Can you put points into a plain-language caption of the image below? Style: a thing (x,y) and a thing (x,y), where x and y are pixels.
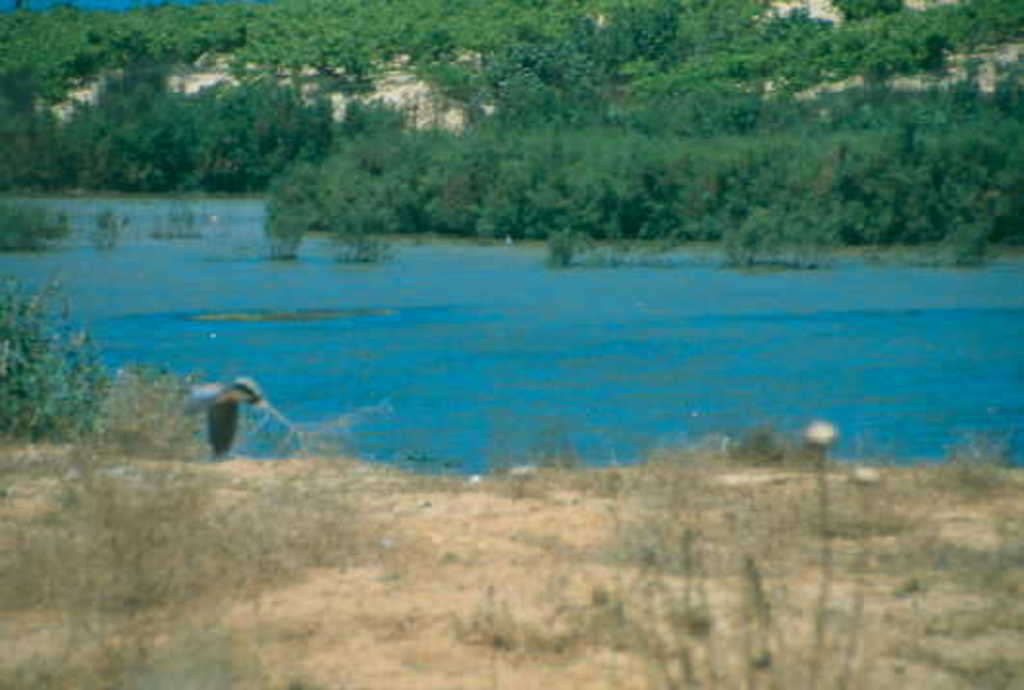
On the ground (193,495) there are plants (339,557). In the back (319,373) there is water (369,345) and trees (514,130).
